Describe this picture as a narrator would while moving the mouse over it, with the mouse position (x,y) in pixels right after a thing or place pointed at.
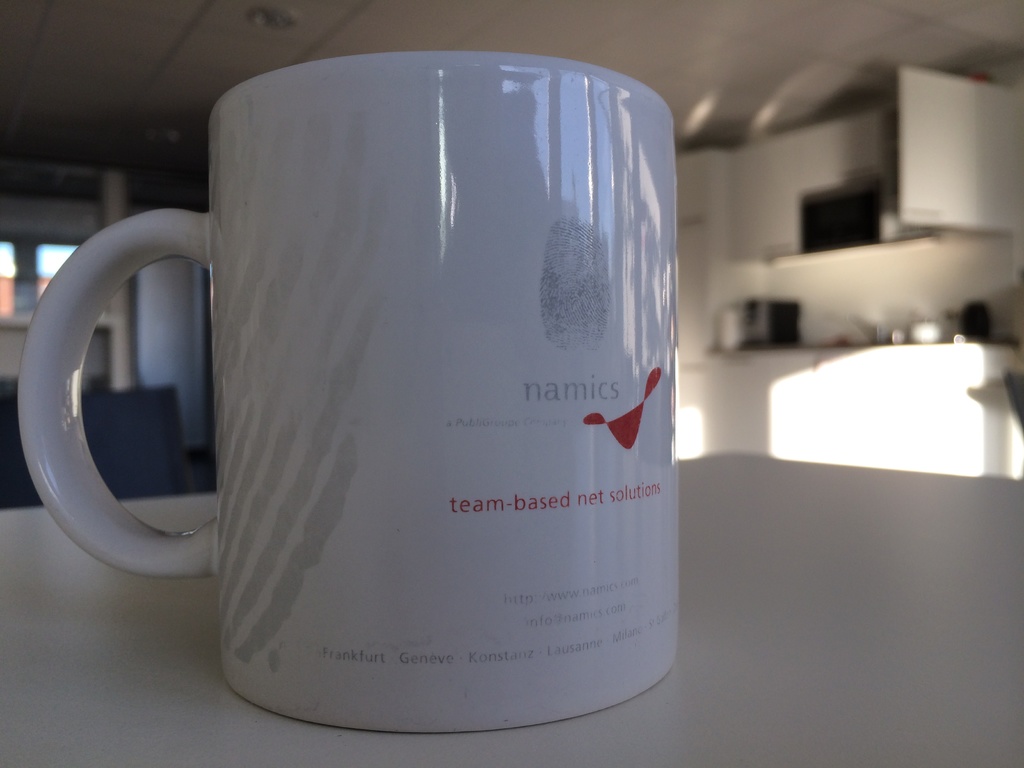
In this image I can see the white color cup (531,515) on the white surface (768,580). Back I can see the windows (61,247), white wall (735,275) and few objects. At the top (211,42) I can see the ceiling (266,30) and few lights (281,24).
